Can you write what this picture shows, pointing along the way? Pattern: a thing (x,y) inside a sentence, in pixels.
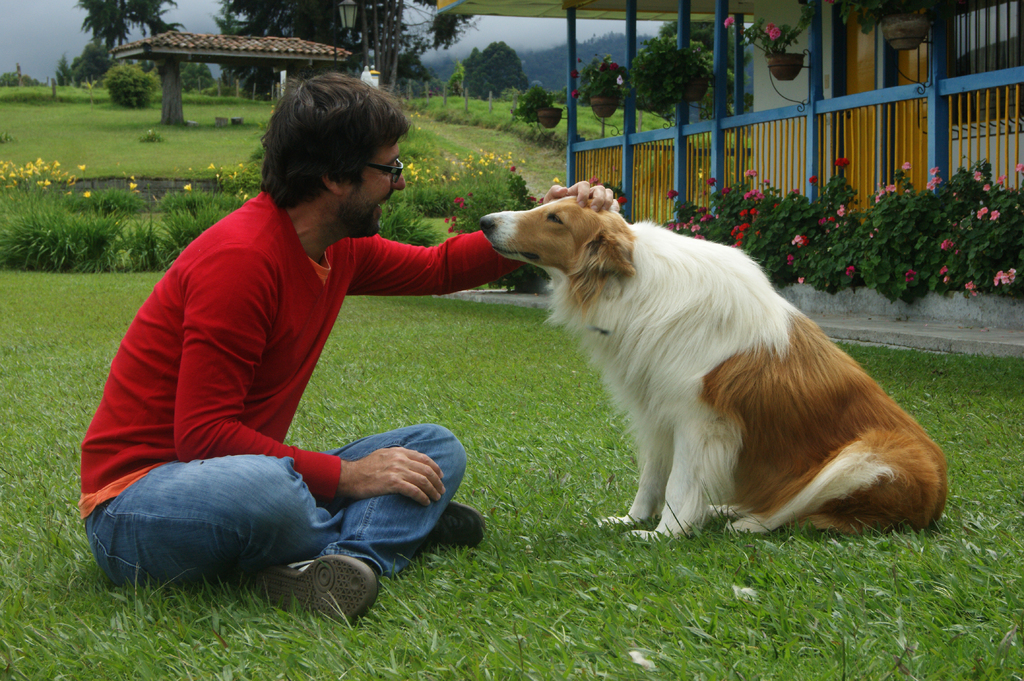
On the background (121,72) we can see trees (120,27), sky (58,10). Here we can see a man (331,112) sitting on a grass (419,342) and he laid his hand (603,192) over a dog's head (602,236). He is smiling.
